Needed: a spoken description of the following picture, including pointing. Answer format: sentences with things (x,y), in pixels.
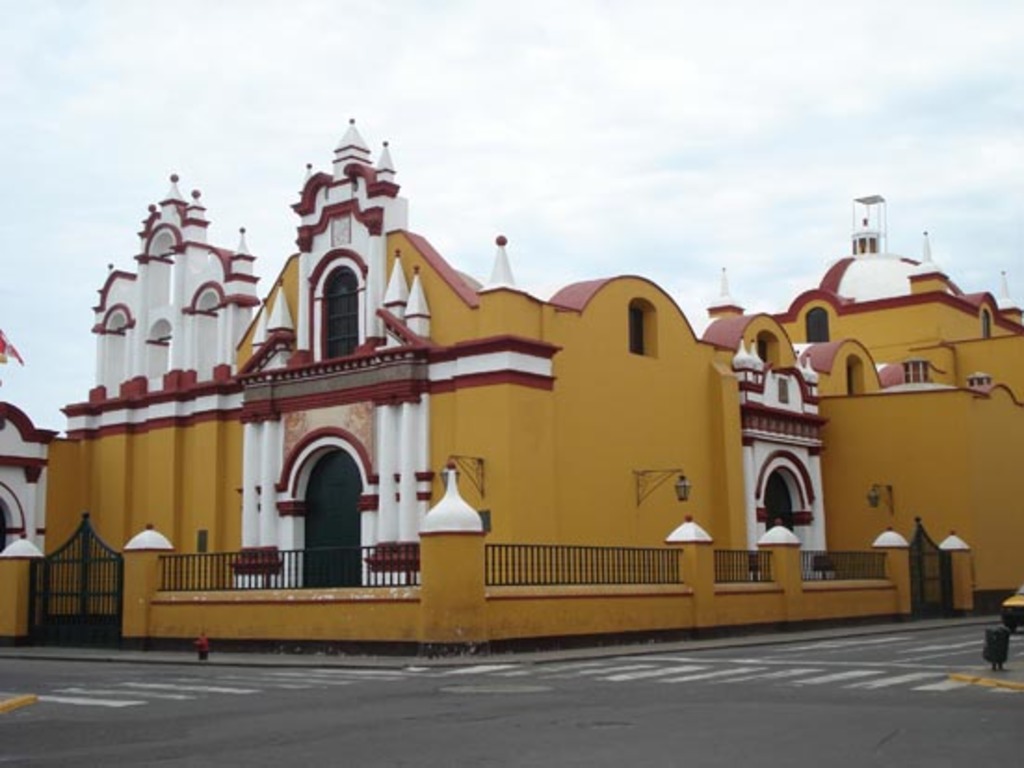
In the image there is road (683,743) in the front (711,724) and behind there are buildings (380,432), it seems to be a church (20,443) and above it is sky (542,96) with clouds (420,123).
